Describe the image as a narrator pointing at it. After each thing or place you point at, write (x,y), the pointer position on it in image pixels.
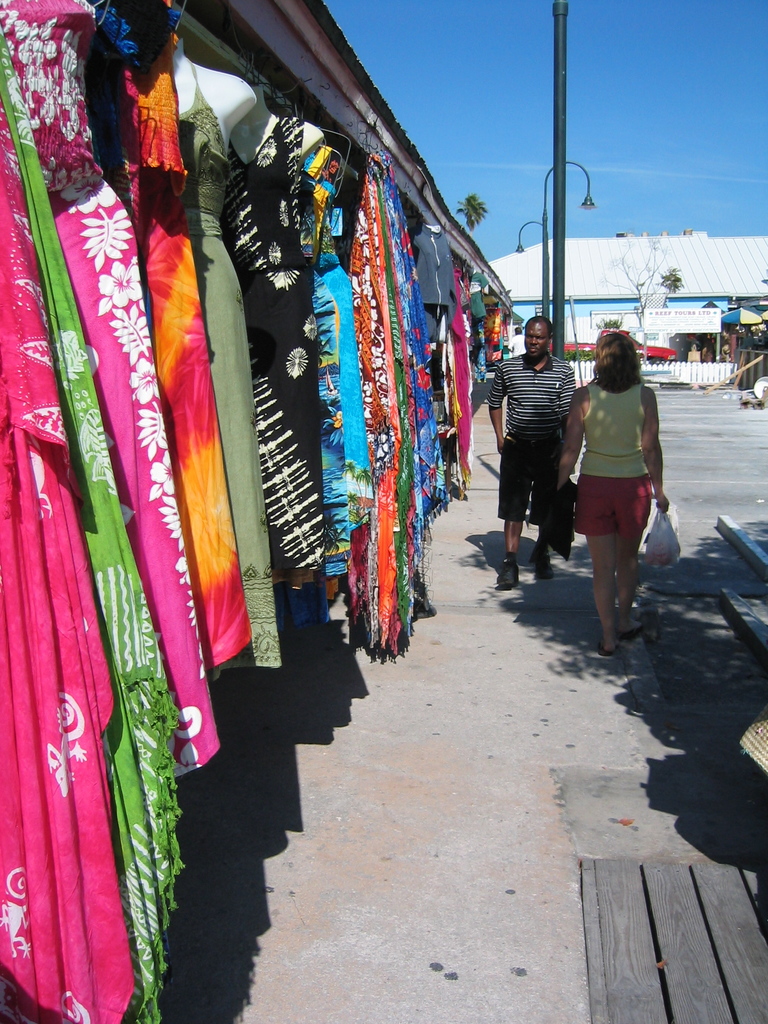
In this image I see number of clothes (153,259) over here which are colorful and I see a man (507,370) and a woman (603,477) over here and I see that this woman (603,454) is carrying a white color cover (669,530) in her hand (658,500) and I see the path (683,524). In the background (528,242) I see a building (603,244) and I see the poles (573,326) and I see the blue sky (487,111) and I see the shadow (749,701) over here.
